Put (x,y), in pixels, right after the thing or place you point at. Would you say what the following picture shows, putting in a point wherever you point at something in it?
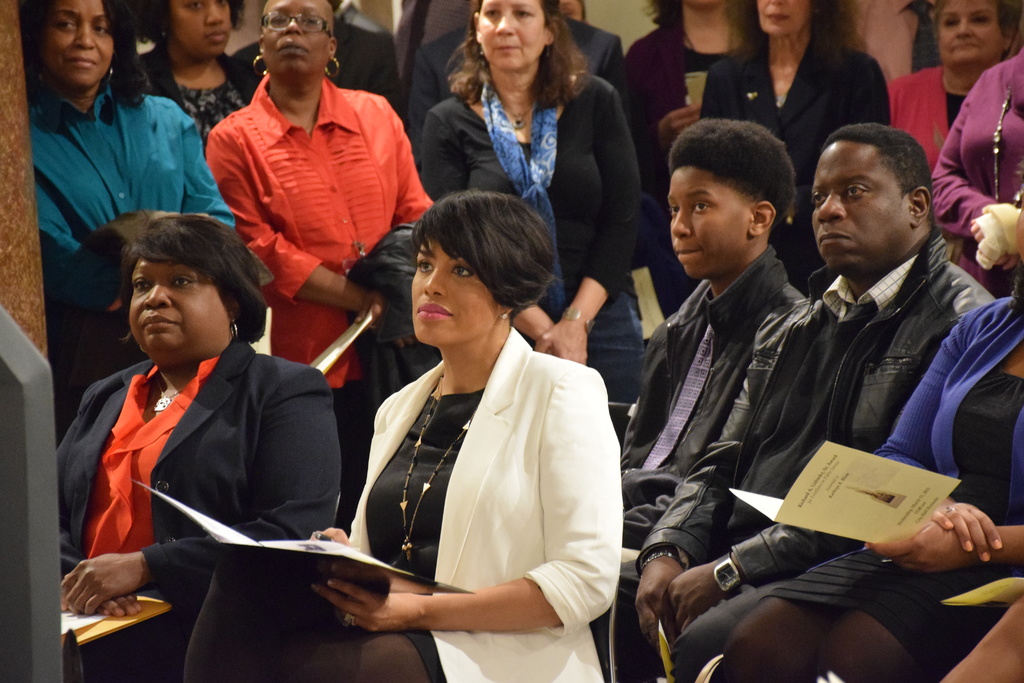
In this image there are group of people (336,455) sitting on the chairs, where two of them are holding cards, and in the background (1008,18) there are group of people (630,287) standing.
